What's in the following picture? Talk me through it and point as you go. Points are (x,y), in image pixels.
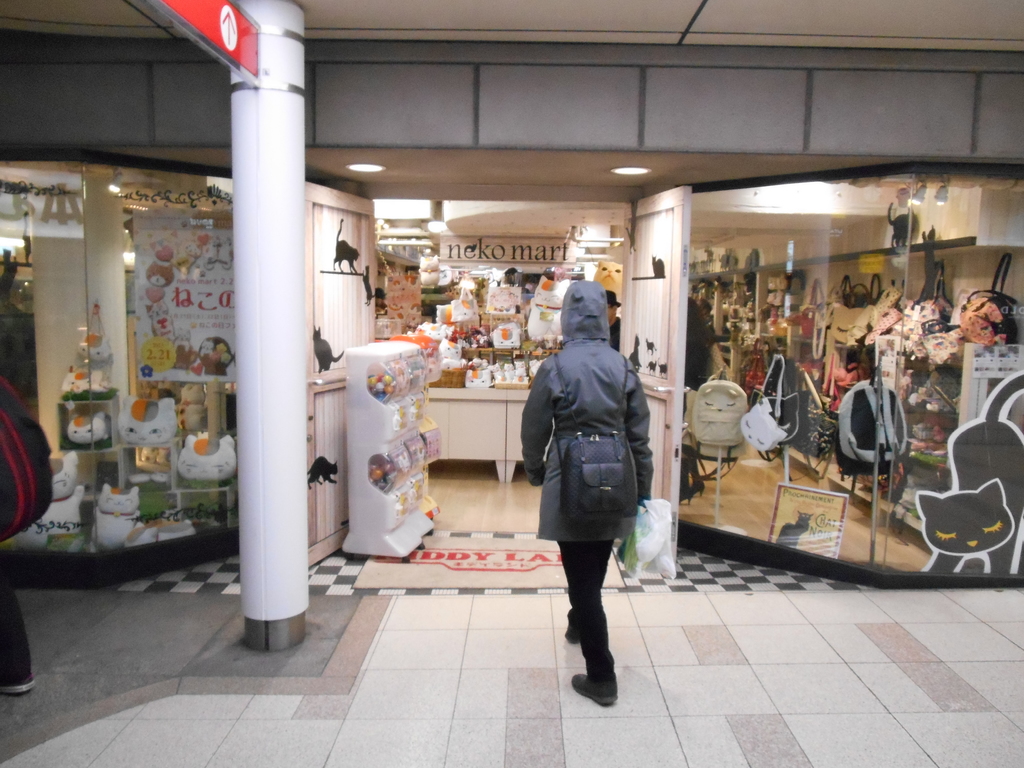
In the center of the image (595,410) we can see one person (597,375) is walking and wearing a jacket (607,523) and a backpack (608,517). On the left side of the image (24,659), we can see one human leg (13,640) and one bag (16,409). In the background (474,196) there is a wall (918,130), door (658,220), one pillar (277,271), one sign board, glass (843,184), shelves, lights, dolls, backpacks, banners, tables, toys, hangers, few people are standing and a few other objects (734,316).
